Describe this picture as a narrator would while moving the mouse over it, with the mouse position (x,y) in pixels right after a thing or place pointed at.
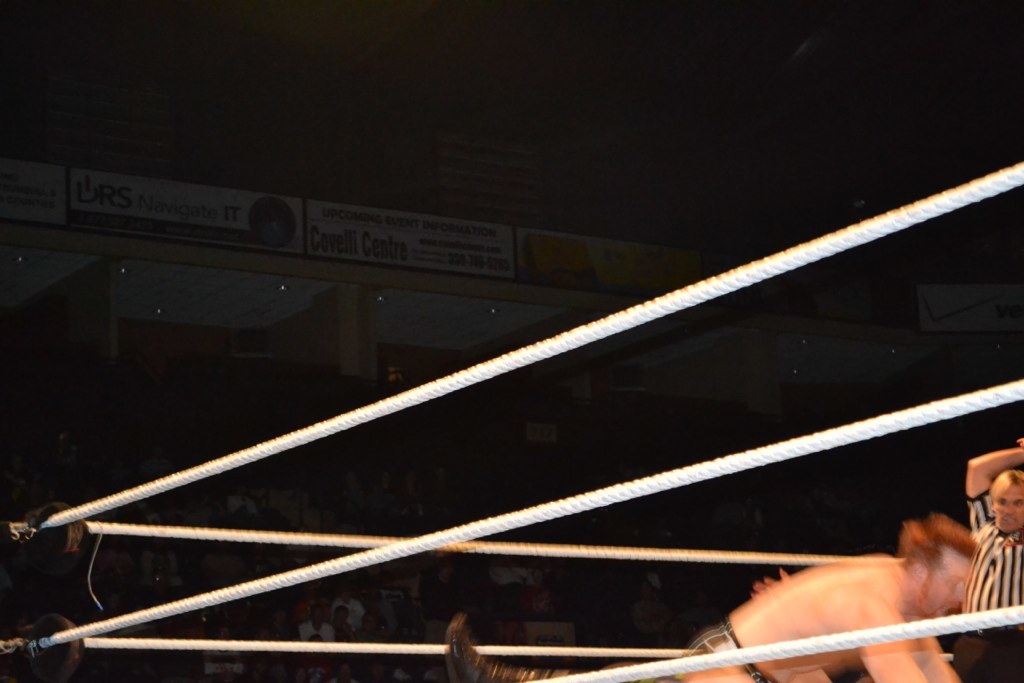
In this image I can see two persons (942,603) playing game and I can also see few ropes (1012,614) in white color. In the background (281,519) I can see group of people (397,636) sitting and I can see few boards (360,219).
